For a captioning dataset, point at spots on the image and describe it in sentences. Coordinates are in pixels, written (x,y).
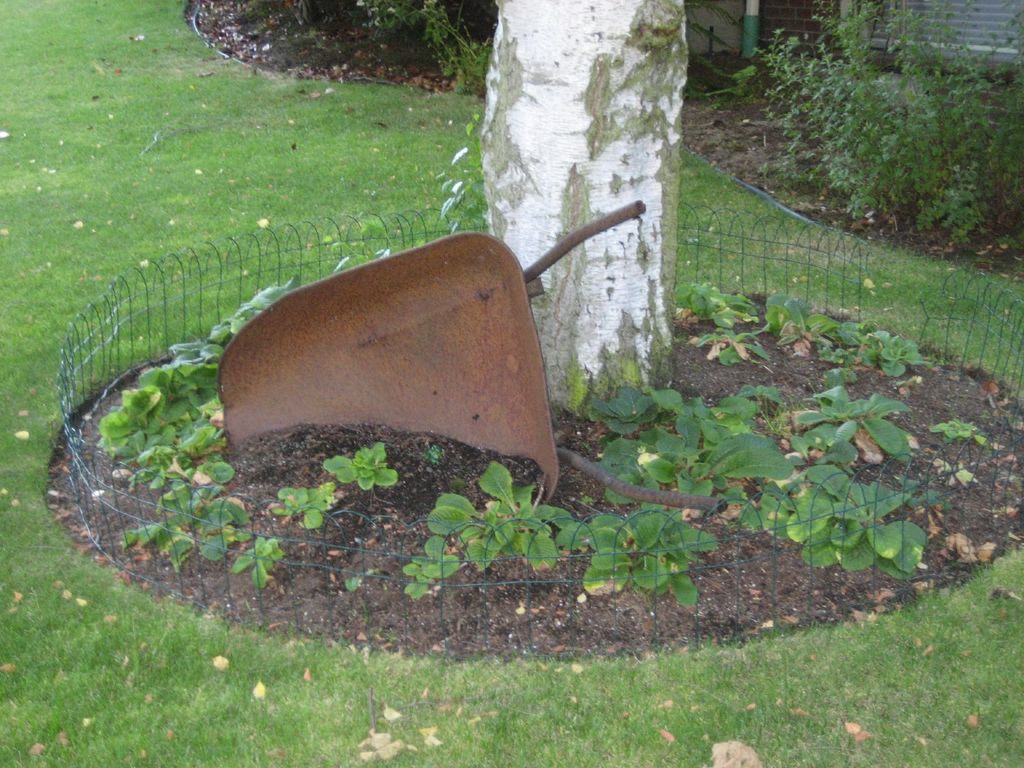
As we can see in the image there is grass (36,111), fence (220,511), tree stem (586,122) and plants (782,84).
